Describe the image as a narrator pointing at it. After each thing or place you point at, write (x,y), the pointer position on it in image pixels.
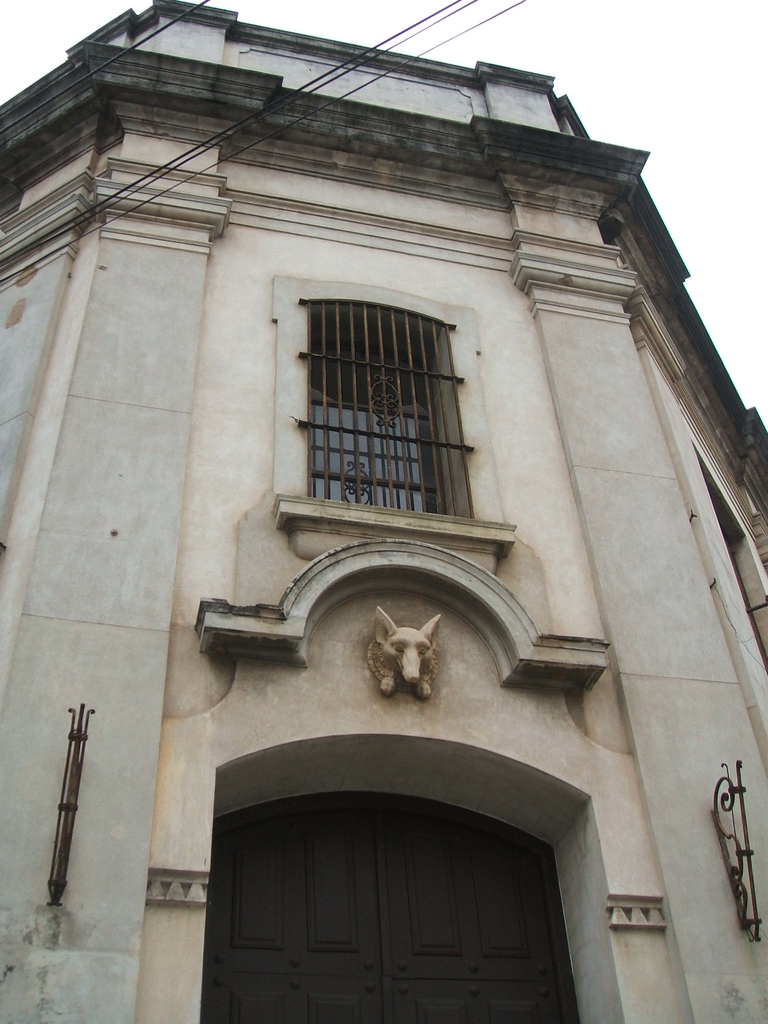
In this image, we can see a building (166,518), wall (144,628), glass window (408,468), grille (326,421), door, sculpture (426,682) and few objects (723,834). Top of the image (680,87), we can see the sky (116,5) and wires (392,37).
